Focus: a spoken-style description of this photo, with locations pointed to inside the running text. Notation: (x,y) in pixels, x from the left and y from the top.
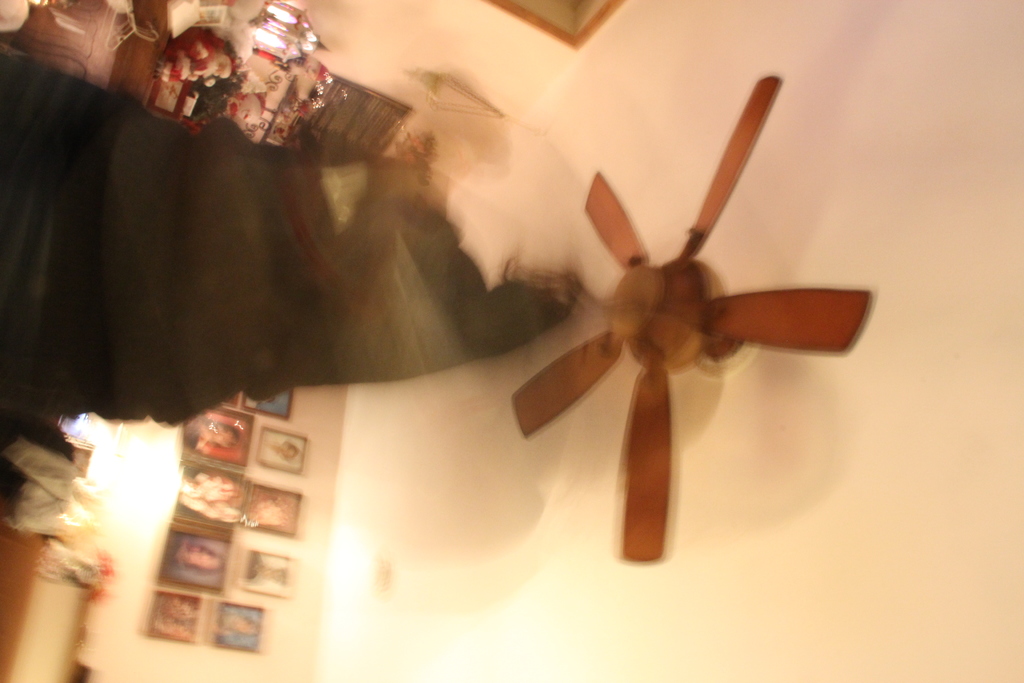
This image is rotated sideways. On the right side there is a fan (611,302) attached to the top (932,378). On the left side (170,288), I can see a black color object (160,324). In the background (275,445), I can see many photo frames (231,508) are attached to the walls (144,563) and also I can see a table (135,86) on which few objects (213,74) are placed.
